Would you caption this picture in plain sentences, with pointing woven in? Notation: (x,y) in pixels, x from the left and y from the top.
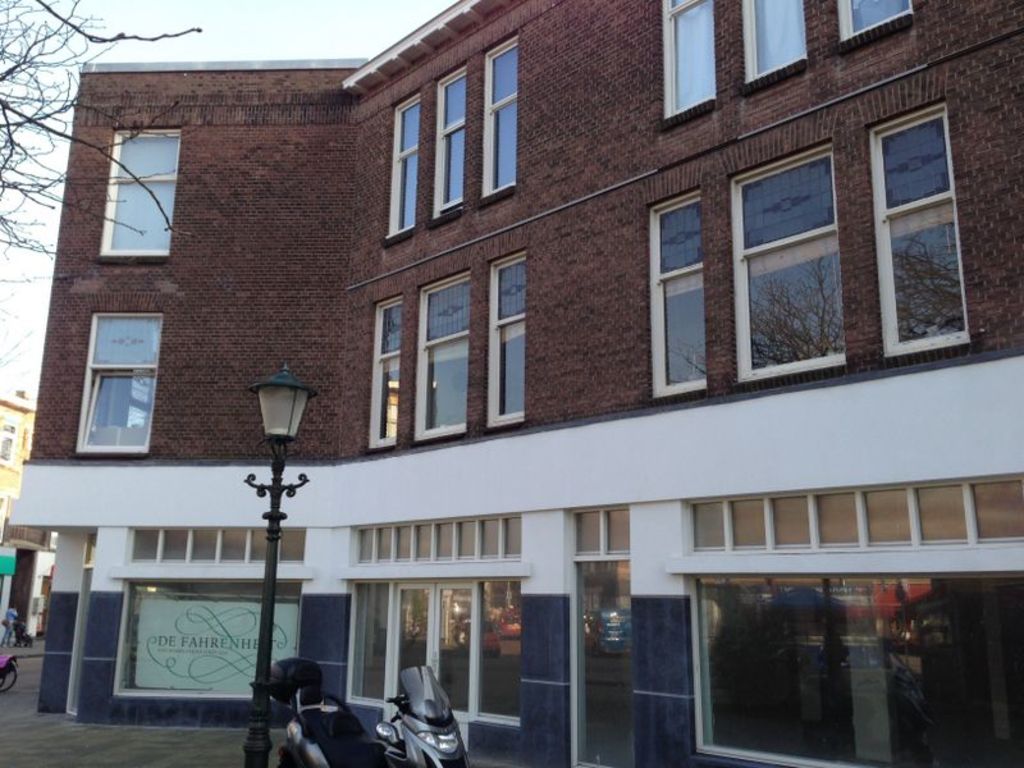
In this image I can see few buildings (204,500), windows (87,362), branches (37,36) of a tree (153,36), a pole (257,704), a light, a vehicle (318,738), a board (174,656) and on it I can see something is written.
